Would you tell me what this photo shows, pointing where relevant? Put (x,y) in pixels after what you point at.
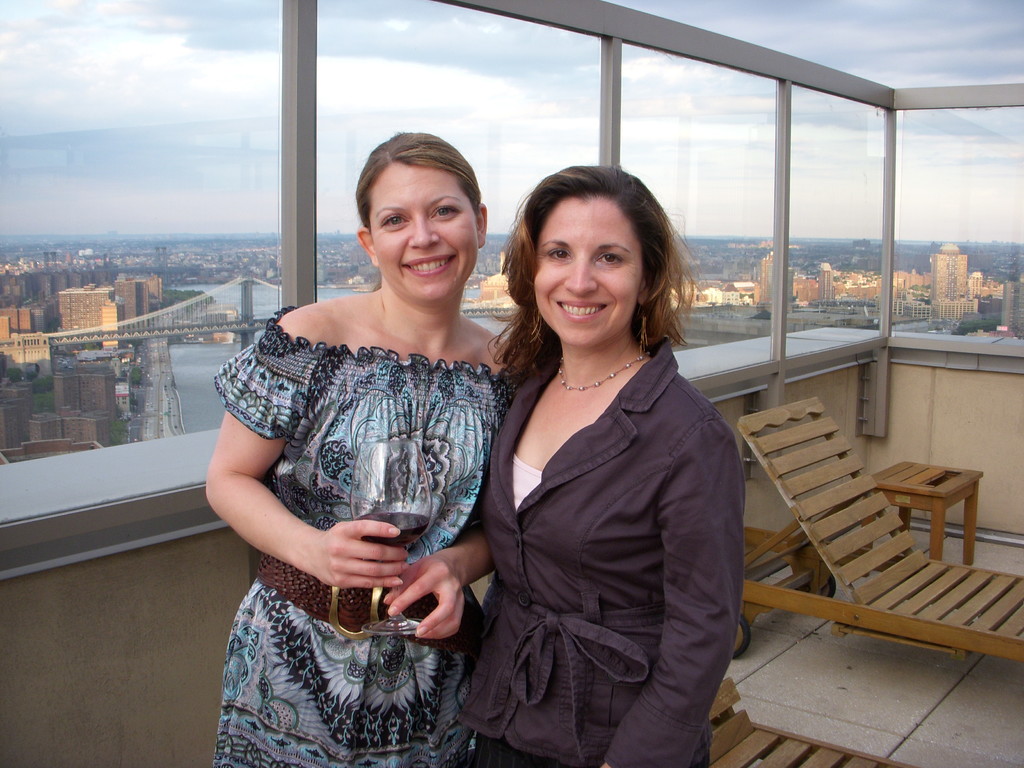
In this picture I can see two women's (444,588) are standing, side I can see wooden chairs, glass walls (872,305), other side of the glasses (828,256) there are some buildings (109,369) and bridges (168,336) on the water (228,355).
